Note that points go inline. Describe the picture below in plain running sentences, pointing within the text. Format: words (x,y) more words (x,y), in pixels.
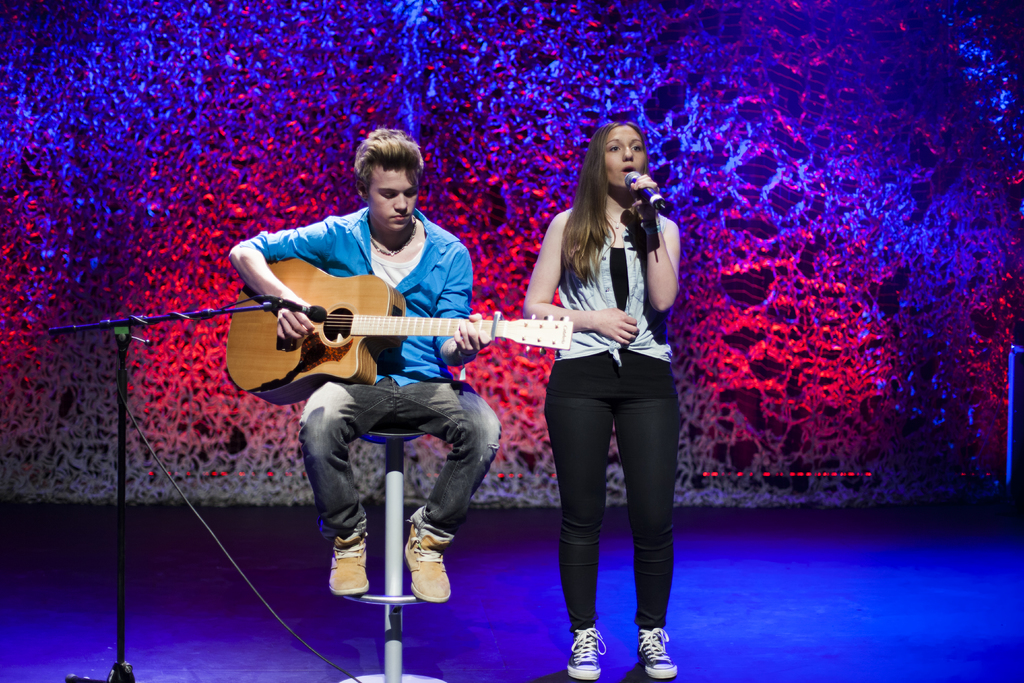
This is a picture taken on a stage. On the center of the stage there are two people (609,275), to the left (312,414) there is a man (361,238) seated over a chair (389,527) playing guitar (356,325). And to the right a woman (600,388) standing, she is singing. The man (443,283) is wearing a blue color shirt (452,285) and the woman (599,293) is wearing a black color dress (624,308). In the background (568,73) there is a wall (430,92) with different colors. On the left (175,317) there is a microphone (263,307).
